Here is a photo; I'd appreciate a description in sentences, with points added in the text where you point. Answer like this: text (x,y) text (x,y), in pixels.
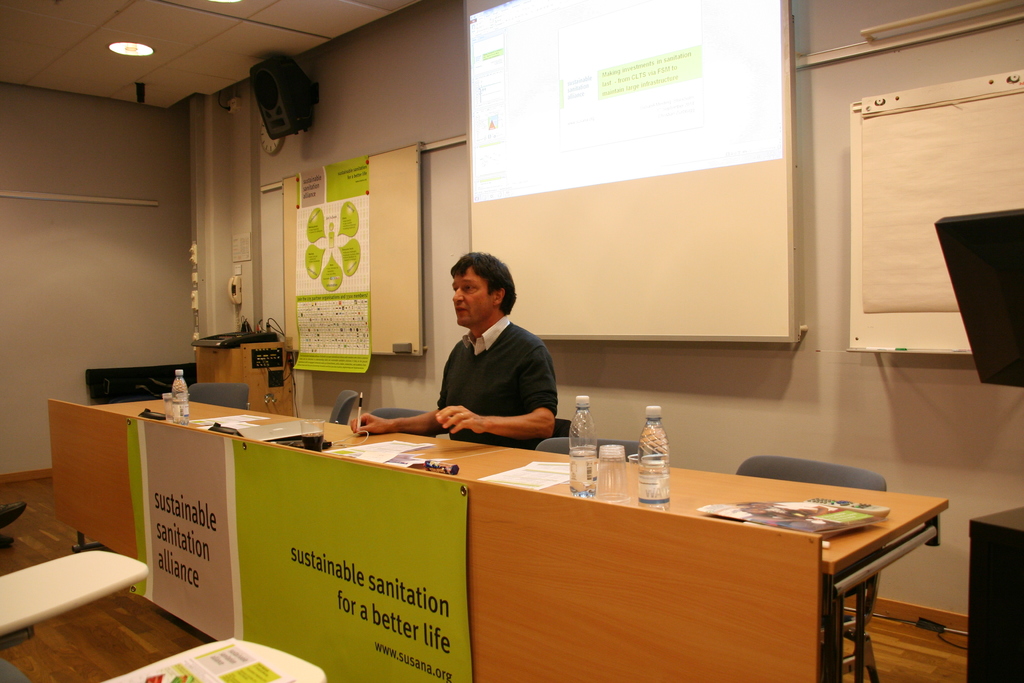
In this picture there's a man (407,421) sitting on the chair (559,435) table (452,441) in front (509,492) with some papers (397,450) holding a pen (359,407).
